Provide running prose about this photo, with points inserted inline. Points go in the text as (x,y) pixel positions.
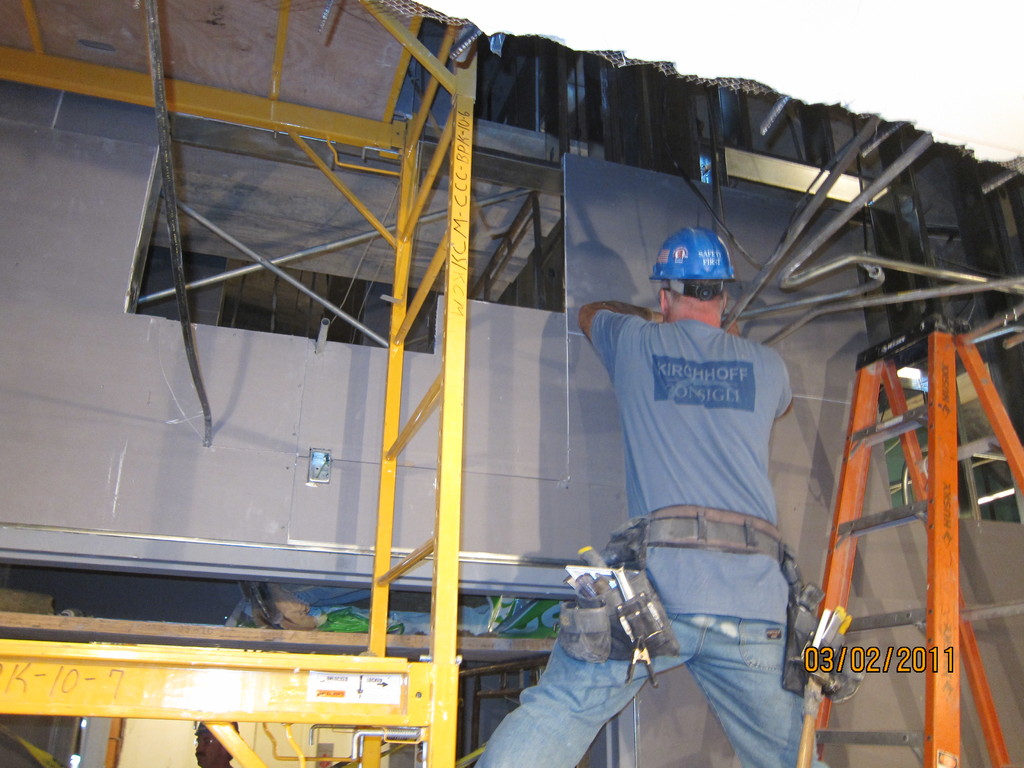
In this image I can see a person (676,561) wearing blue helmet (713,239), blue t shirt (719,415) and blue jeans (592,732) and a ladder (950,361) which is orange in color. I can see a yellow colored metal object (383,653), the wall (207,495) which is grey in color and few other metal rods (933,290).
